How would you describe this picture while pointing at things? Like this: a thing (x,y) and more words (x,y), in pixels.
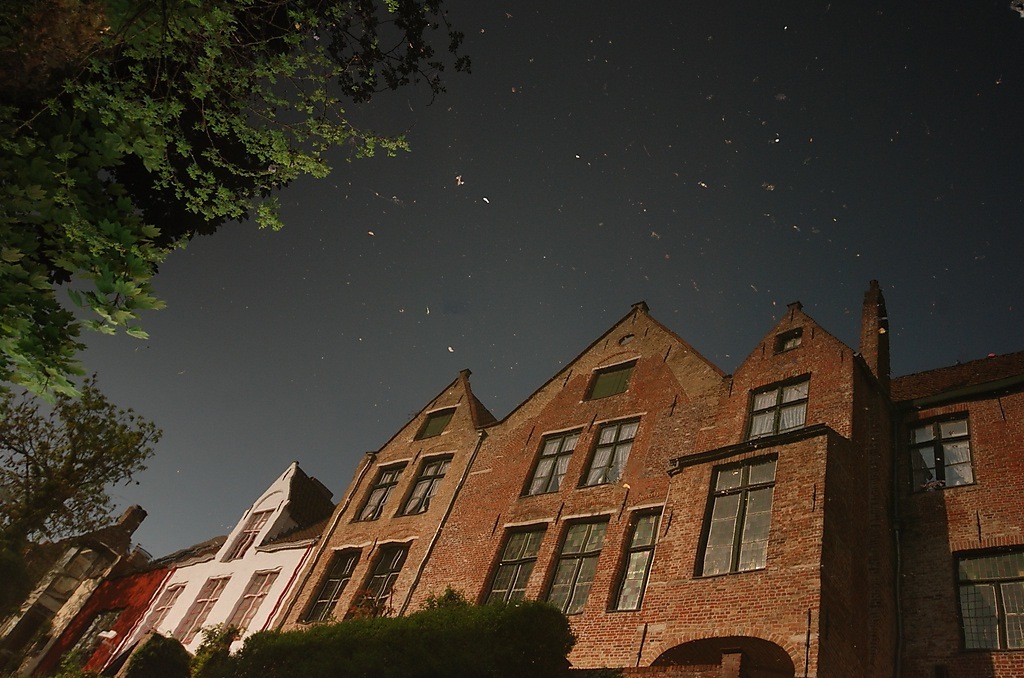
In this picture we can see there are buildings (248,543). In front of the buildings (340,542) there are trees (240,676). Behind the buildings (542,438) there is the sky (655,221).
